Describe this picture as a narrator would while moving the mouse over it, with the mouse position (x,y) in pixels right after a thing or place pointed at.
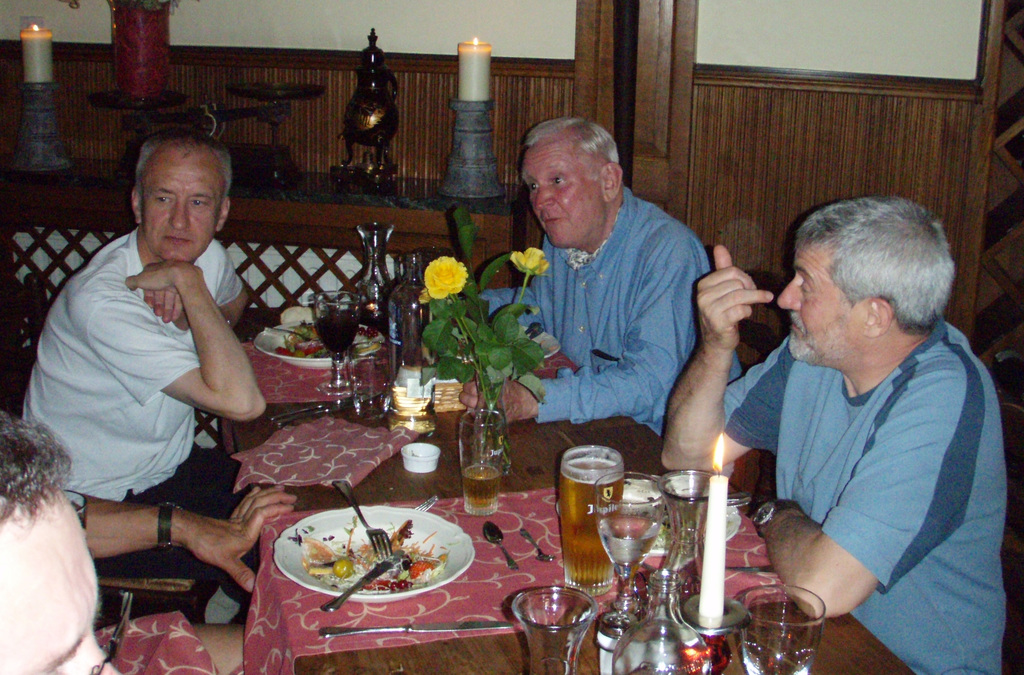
in a room (942,164) there is a wooden table (366,658) on which there is candle (723,506), glass (560,629), flowers (463,332), plate (408,592), food (389,579), knife (387,561), fork (372,531), spoon (498,544), cloth (464,610). at the left (209,301) and right 4 people (757,441) are sitting on the chairs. people (836,537) on the right (776,416) are wearing blue shirts (778,433). person (165,364) on the left (191,364) is wearing a white t shirt (140,358). at the back (46,37) there are candles (46,37).
